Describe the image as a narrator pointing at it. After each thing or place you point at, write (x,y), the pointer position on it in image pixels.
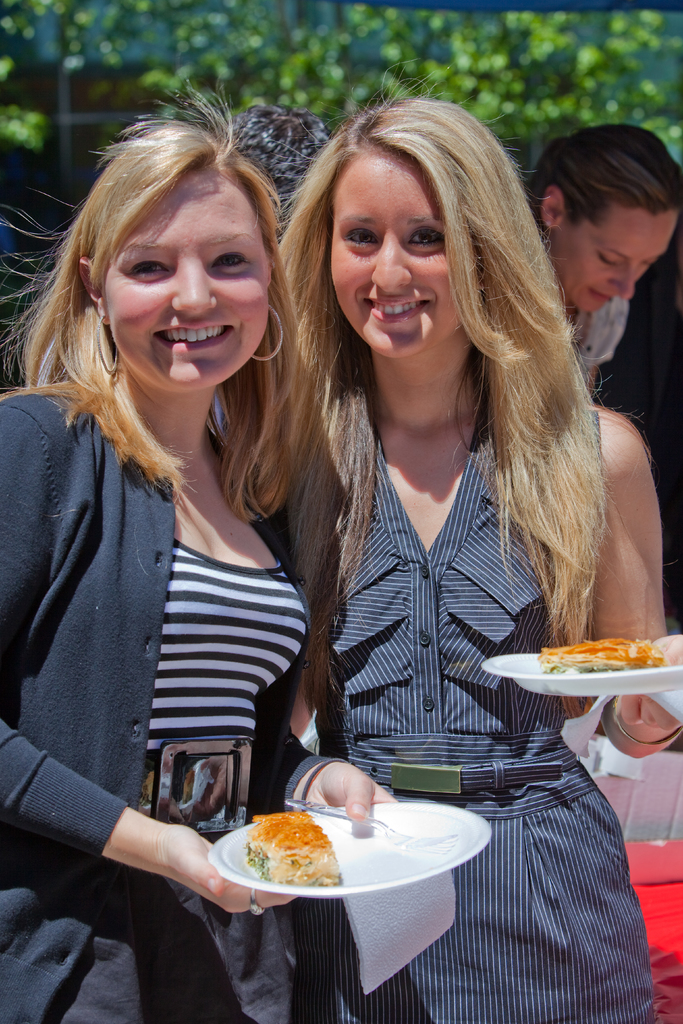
In this image I can see the group of people (393,351) with different color dresses (389,753). I can see two people (215,699) with the plates (347,888). On the plates (413,808) I can see the food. In the background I can see many trees (266,83).
